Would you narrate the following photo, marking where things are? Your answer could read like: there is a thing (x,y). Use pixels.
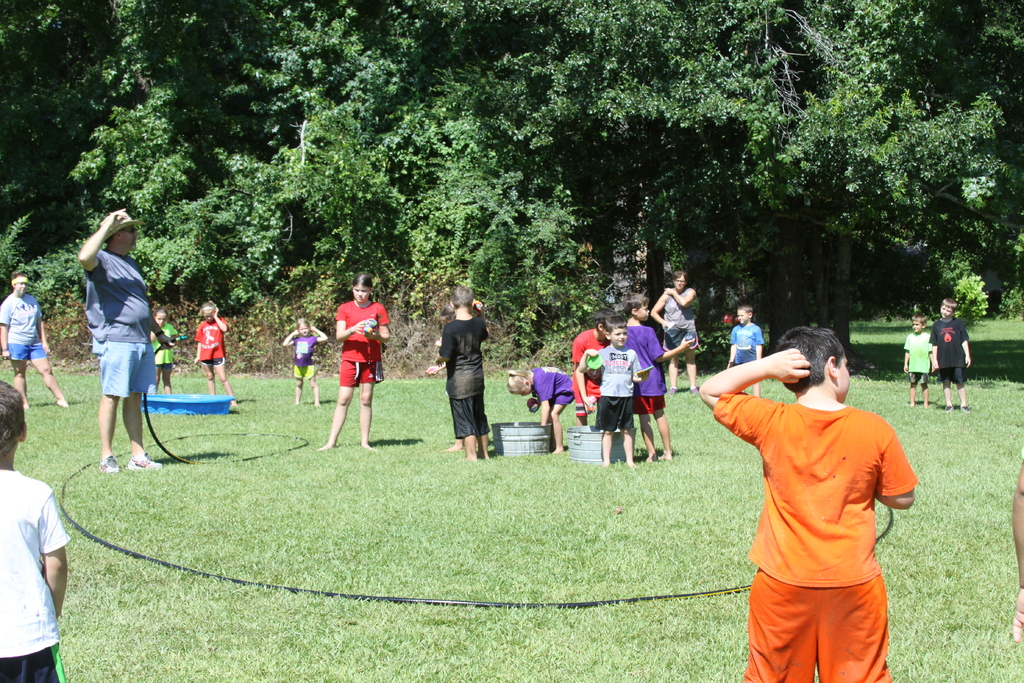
In this picture we can see some people (228,393) standing here, at the bottom (562,608) there is grass (464,640), we can see a pipe (200,569) here, in the background (866,139) there are trees (634,94).
